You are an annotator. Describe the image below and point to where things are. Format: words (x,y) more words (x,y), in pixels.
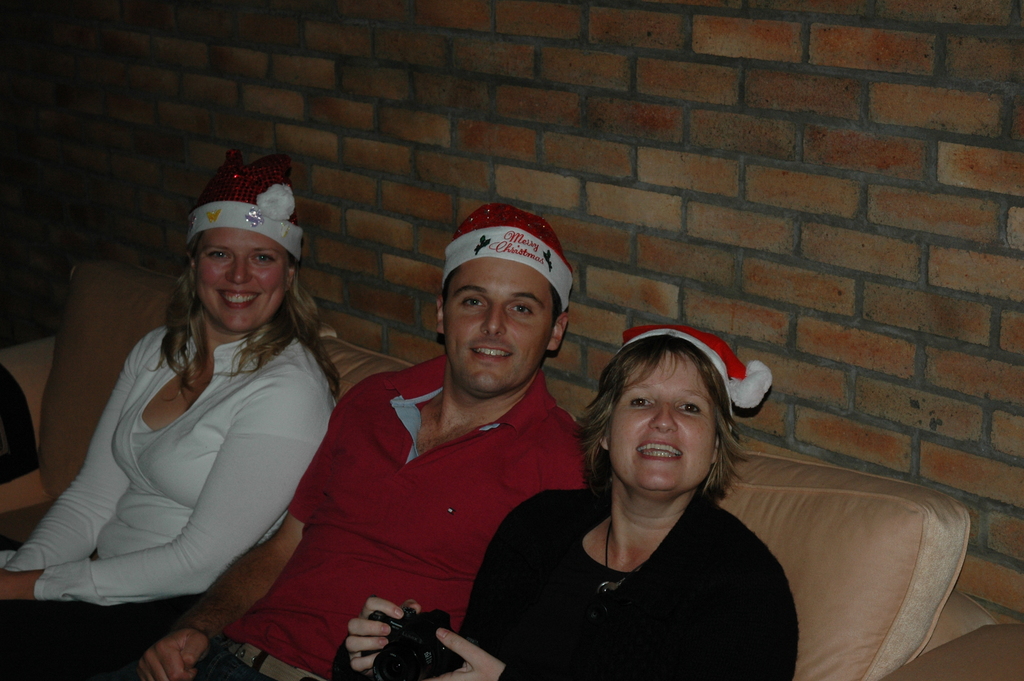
In this image there are three persons (346,490) sitting on a sofa (101,314) as we can see in the bottom of this image (378,465). The persons (645,547) sitting on the right side (692,579) is holding a camera (407,638). There is a wall (392,157) in the background (544,166).
